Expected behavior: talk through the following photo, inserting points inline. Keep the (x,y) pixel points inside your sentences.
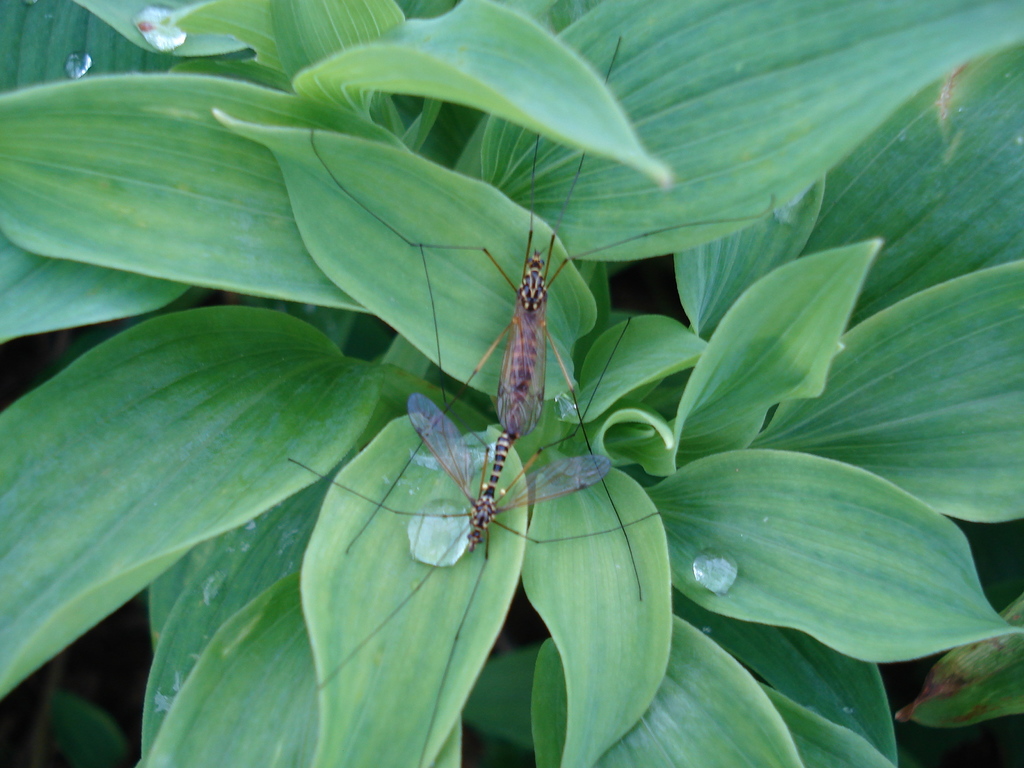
In this picture we can see the insects (516,441) and water drops (80,63) are present on the leaves (471,223).
